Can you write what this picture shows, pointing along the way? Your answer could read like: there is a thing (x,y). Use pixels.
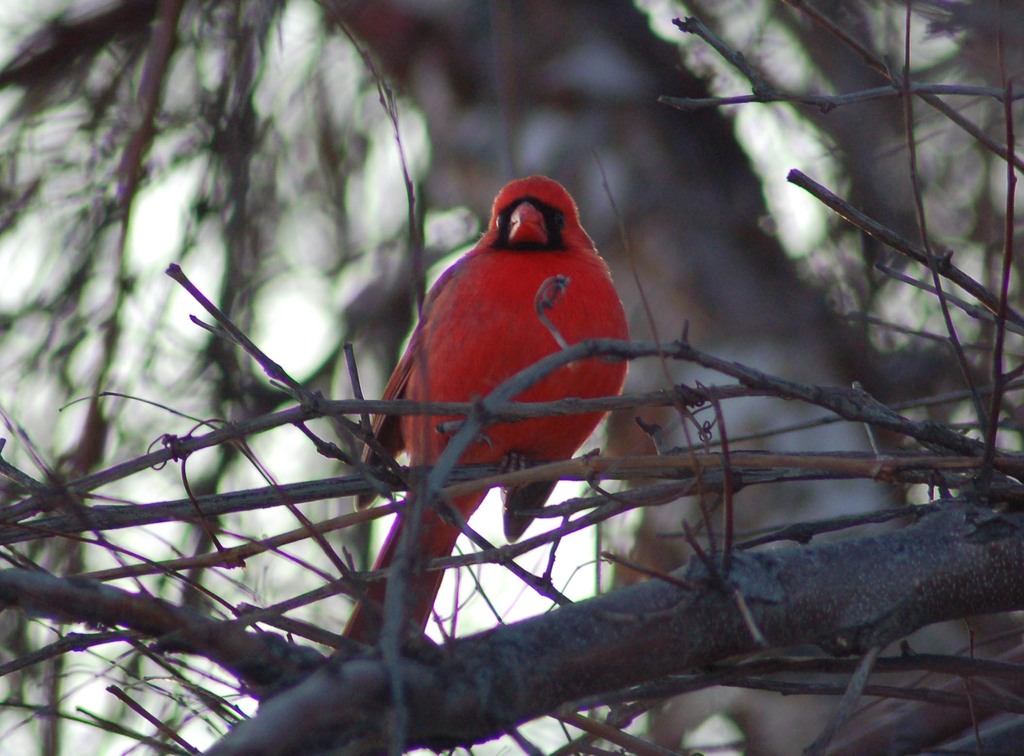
We can see red bird (466,340) on stem (514,474). Background it is blurry and we can see sky (16,302).
